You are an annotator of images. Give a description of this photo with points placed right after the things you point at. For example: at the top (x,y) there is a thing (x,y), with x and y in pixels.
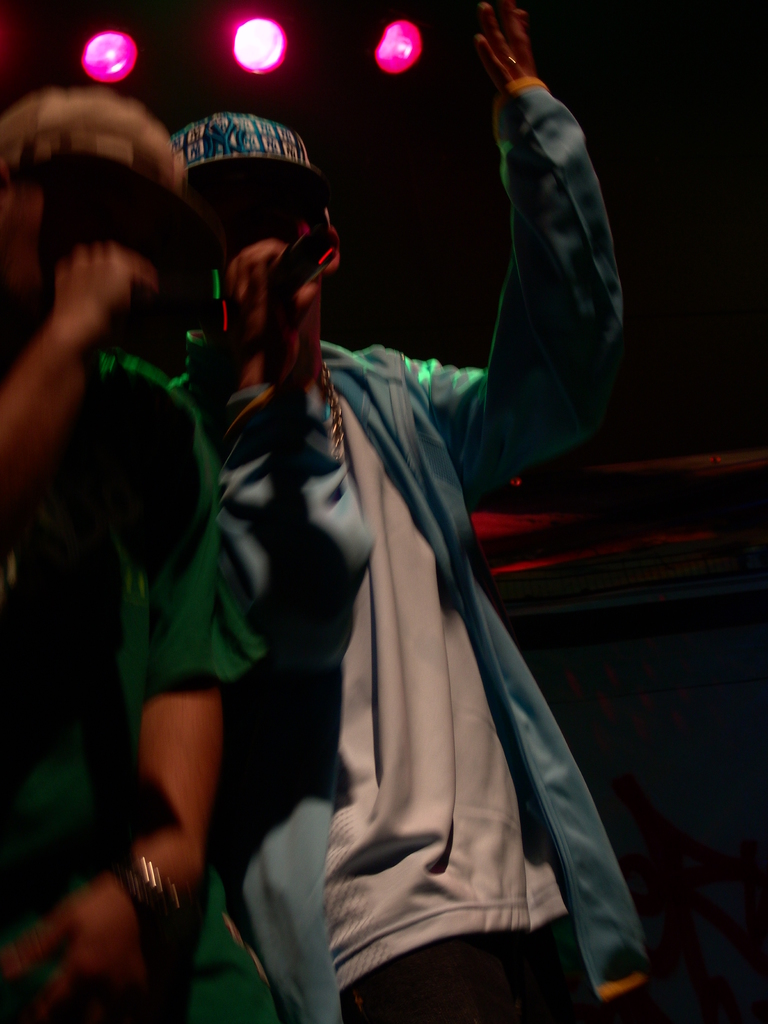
In the foreground (294,481), I can see two persons (425,483) are holding mics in their hand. In the background (579,623), I can see lights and a dark color. This image taken, maybe on the stage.
